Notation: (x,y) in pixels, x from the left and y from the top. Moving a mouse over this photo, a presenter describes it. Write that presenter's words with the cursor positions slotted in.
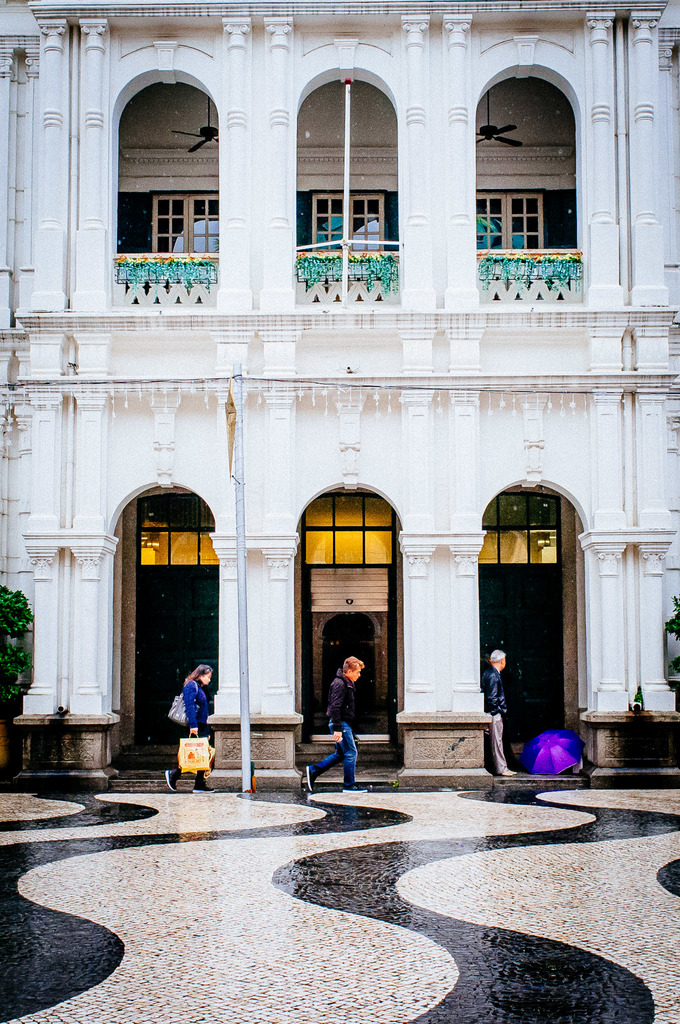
At the bottom of the picture (382,895), we see the pavement (379,844). The woman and the men (346,711) are walking. Beside them, we see a pole (249,752). Beside that, we see a building (173,372) in white color. It has windows (209,212) and fans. The man (498,690) in the black jacket (498,690) is standing. In front of him, we see a purple color umbrella (534,747). On the left side (5,596), we see a tree (21,660).
